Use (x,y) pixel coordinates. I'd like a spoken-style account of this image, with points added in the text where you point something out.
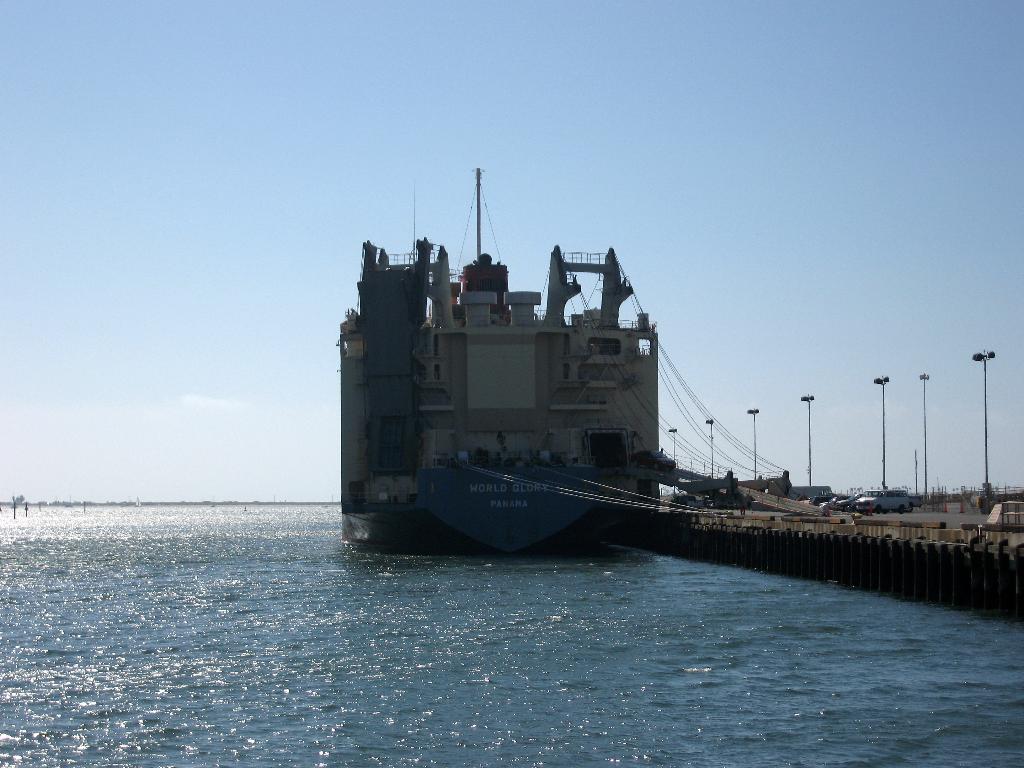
This is the picture of a sea (468,558). In this image there is a ship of the water (381,574). On the right side of the image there are vehicles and poles (711,460) on the road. At the top (238,106) there is sky (238,106). At the bottom (413,634) there is water (461,624).
